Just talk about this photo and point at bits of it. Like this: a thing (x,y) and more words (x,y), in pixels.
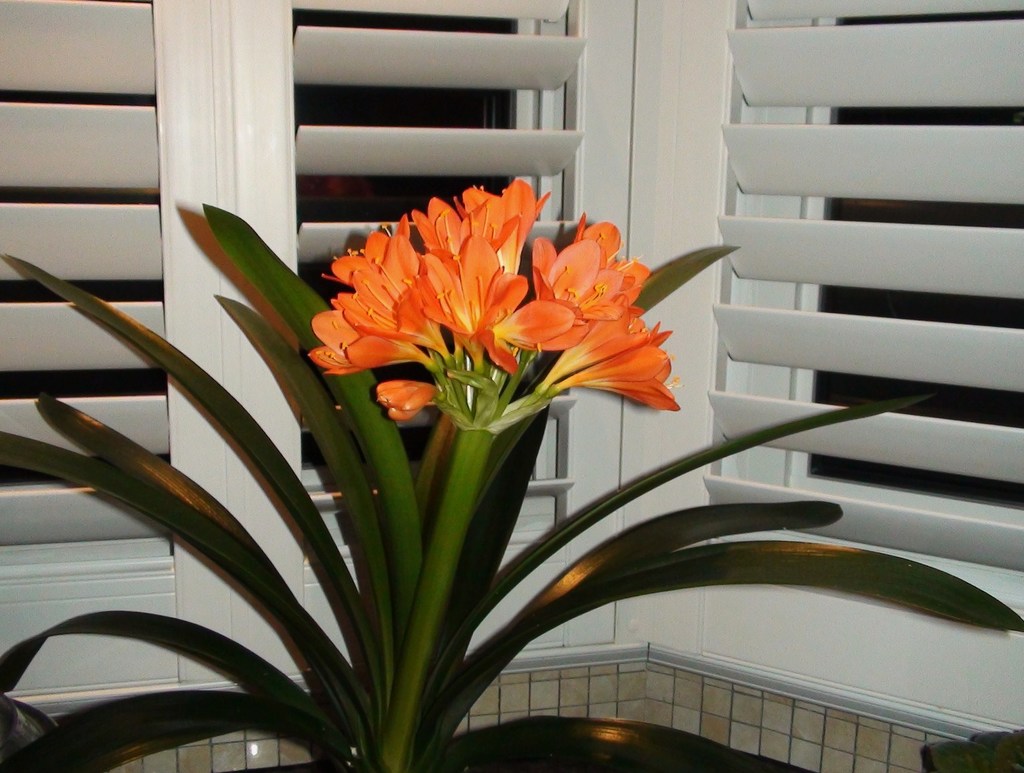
In this image, we can see a green plant (369,514), we can see some flowers (415,275), we can see some white color windows (566,140).
